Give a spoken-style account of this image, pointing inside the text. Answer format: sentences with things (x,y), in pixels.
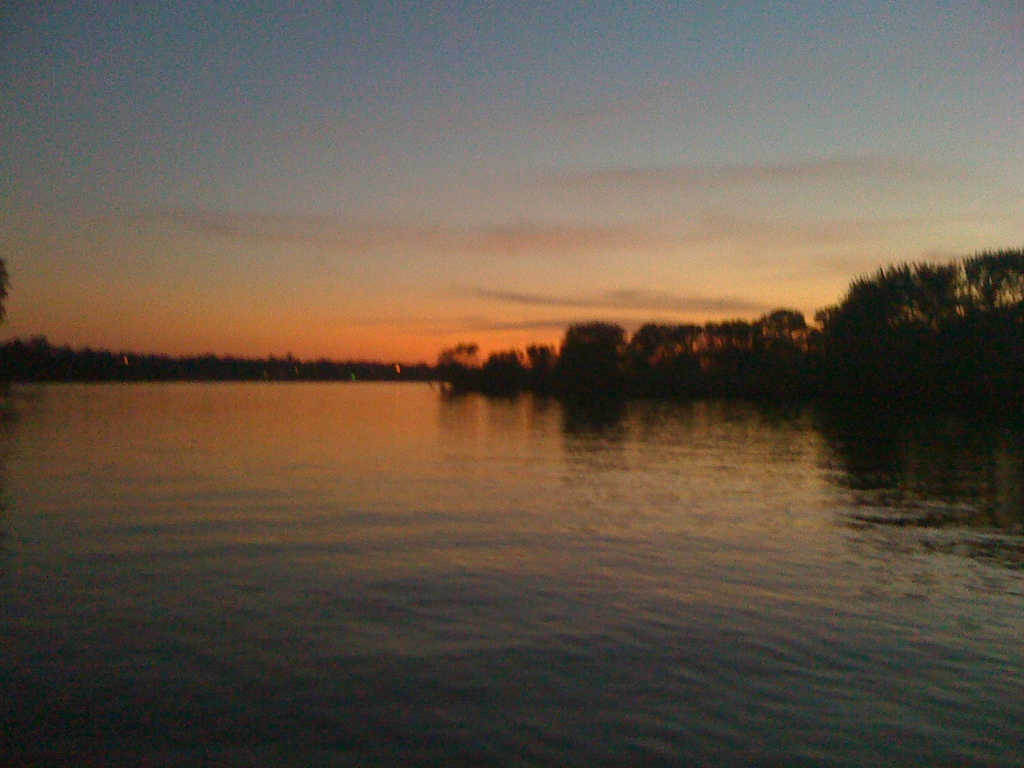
In this image we can see the water (435,744), trees (602,368) and the sky (449,316) in the background (404,316).
